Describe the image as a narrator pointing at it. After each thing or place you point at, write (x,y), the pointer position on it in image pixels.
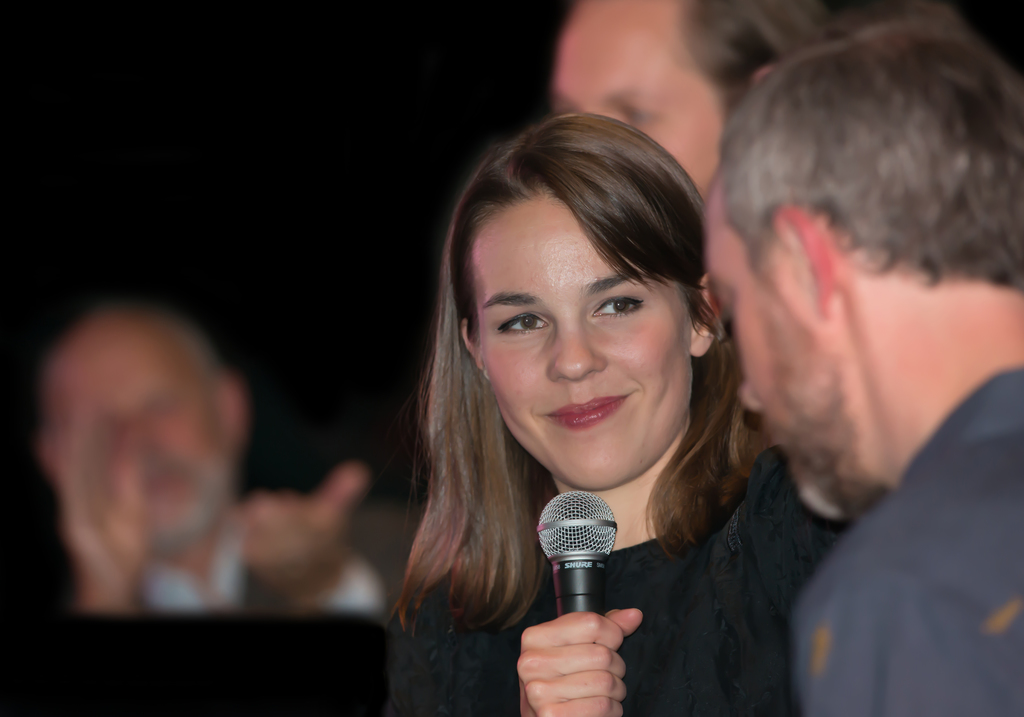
In this image there is a girl (469,679) who is holding a mic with her hand (586,645). At the background (221,383) there is a man (78,442) who is clapping with his hands (94,504).
